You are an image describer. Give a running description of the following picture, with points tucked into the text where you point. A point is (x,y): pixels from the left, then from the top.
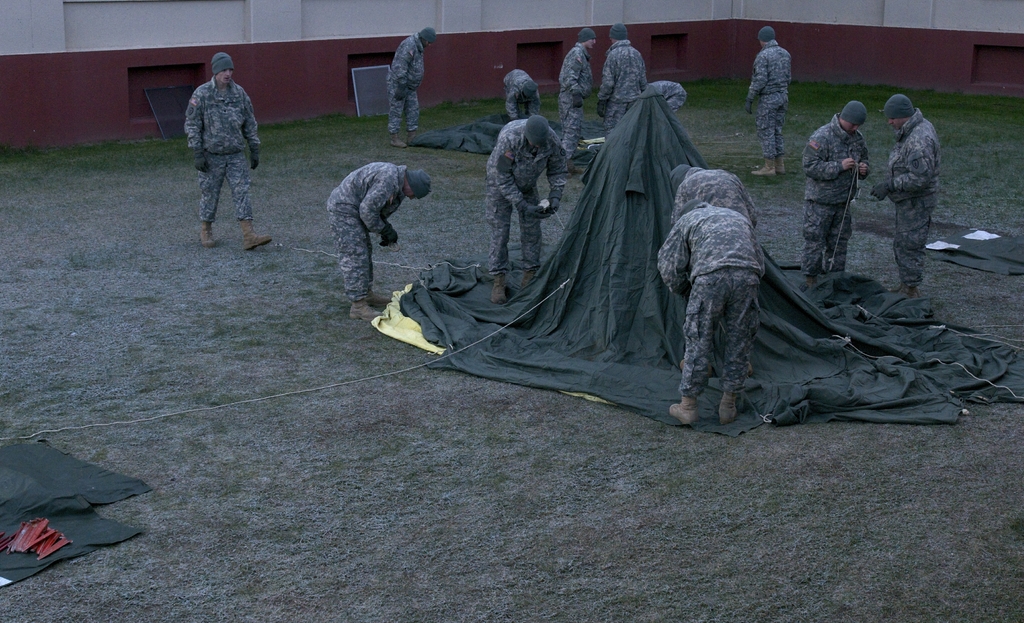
In the center of the image (349,284) there are many persons (349,284). There is a tent (611,154). In the bottom of the image (603,595) there is grass (454,525). In the background of the image (505,36) there is wall (94,47).
